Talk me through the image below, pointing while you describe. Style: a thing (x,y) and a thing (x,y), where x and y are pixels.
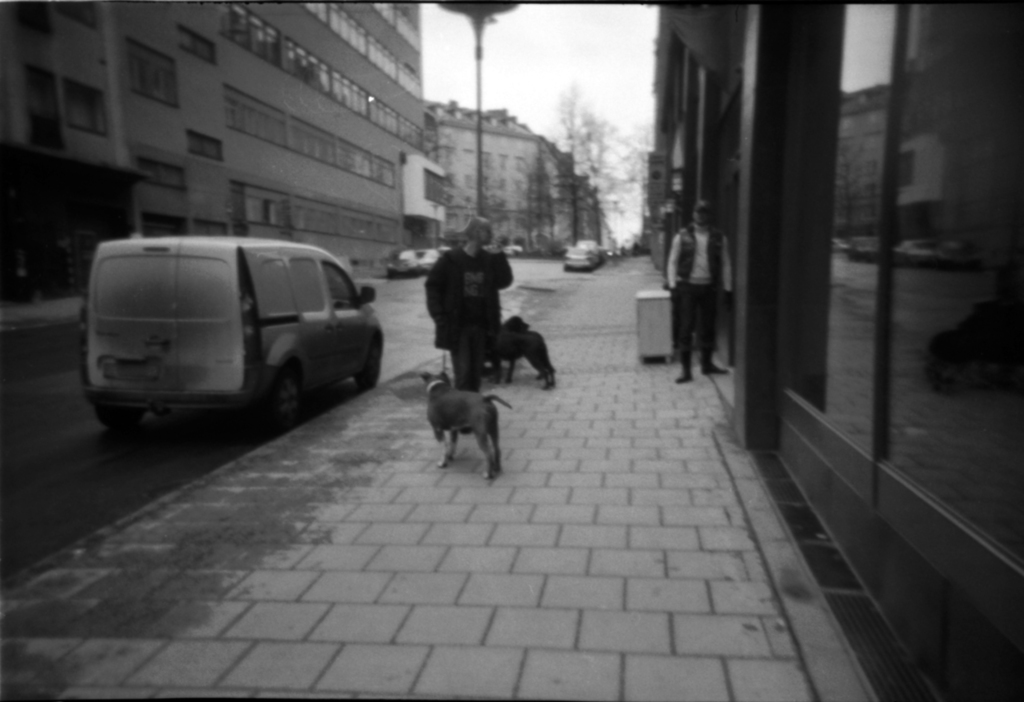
In this picture we can see vehicles (322,253) on road (65,390) and aside to this road (550,272) there is foot path (641,517) where two persons (703,301) are standing on it and two dogs (491,359) and in background (512,198) we can see building (398,133) with windows (404,87), trees (581,127).
